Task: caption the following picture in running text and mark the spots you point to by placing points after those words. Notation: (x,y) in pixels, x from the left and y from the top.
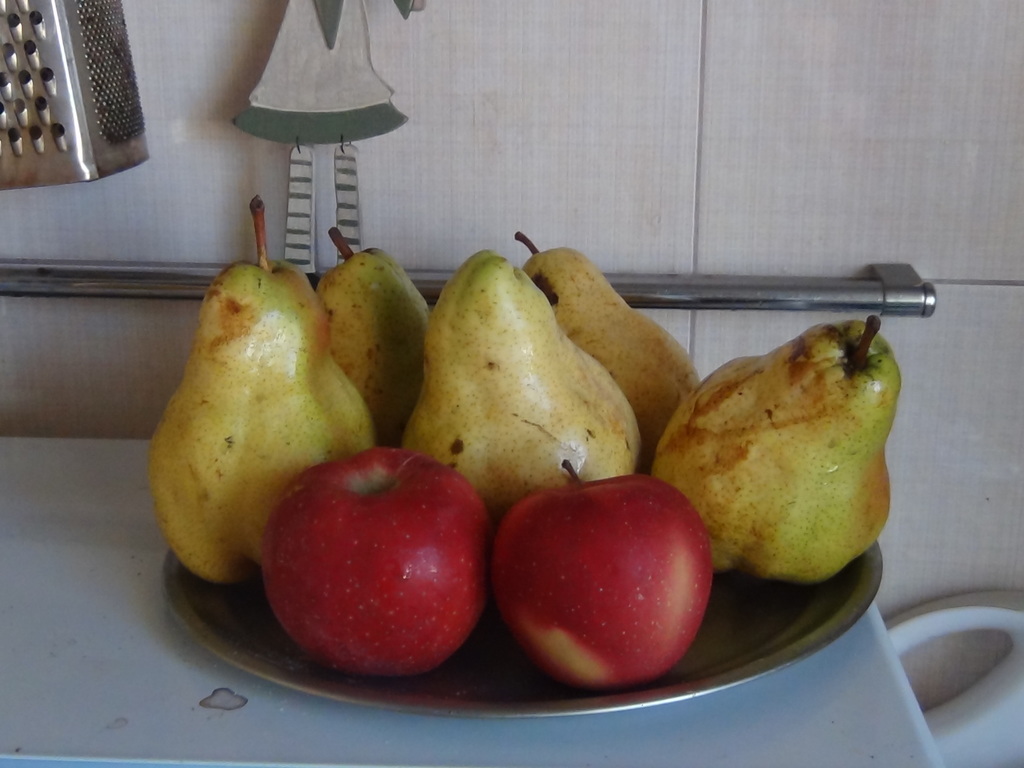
In this image we can see fruits (499,562) on the plate (483,628), which is on the table (633,744), there are some objects (79,94) on the wall (643,269).
